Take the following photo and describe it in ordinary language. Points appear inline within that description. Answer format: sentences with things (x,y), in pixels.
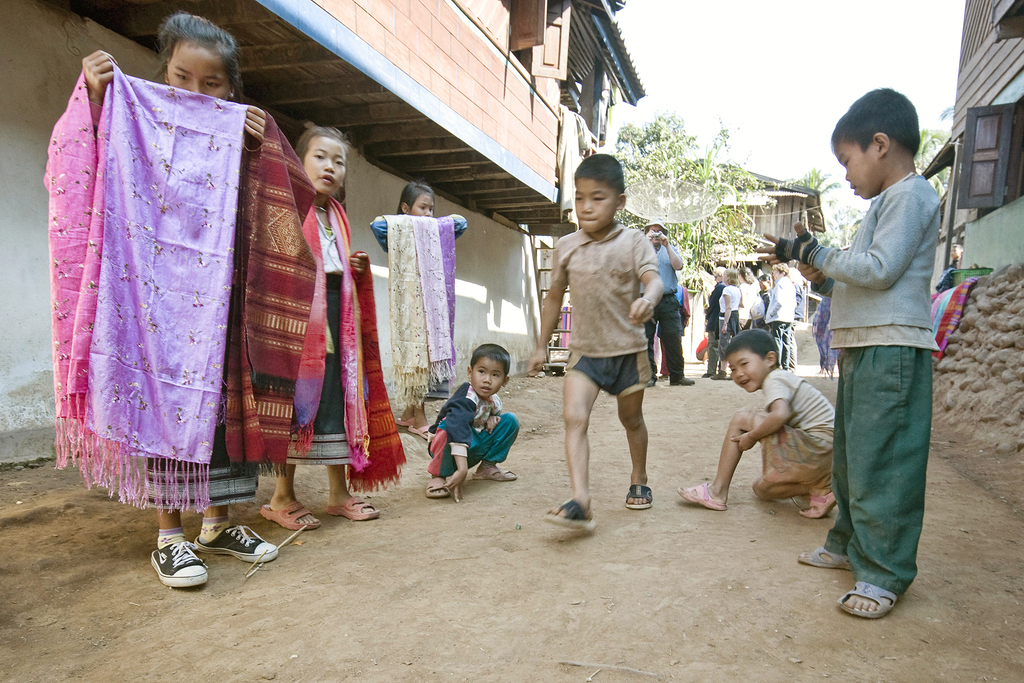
In this image we can see people (578,511) and three of them (171,513) are holding clothes (380,387). Here we can see houses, walls (13,177), and trees (836,224). In the background (909,48) there is sky (832,86).
